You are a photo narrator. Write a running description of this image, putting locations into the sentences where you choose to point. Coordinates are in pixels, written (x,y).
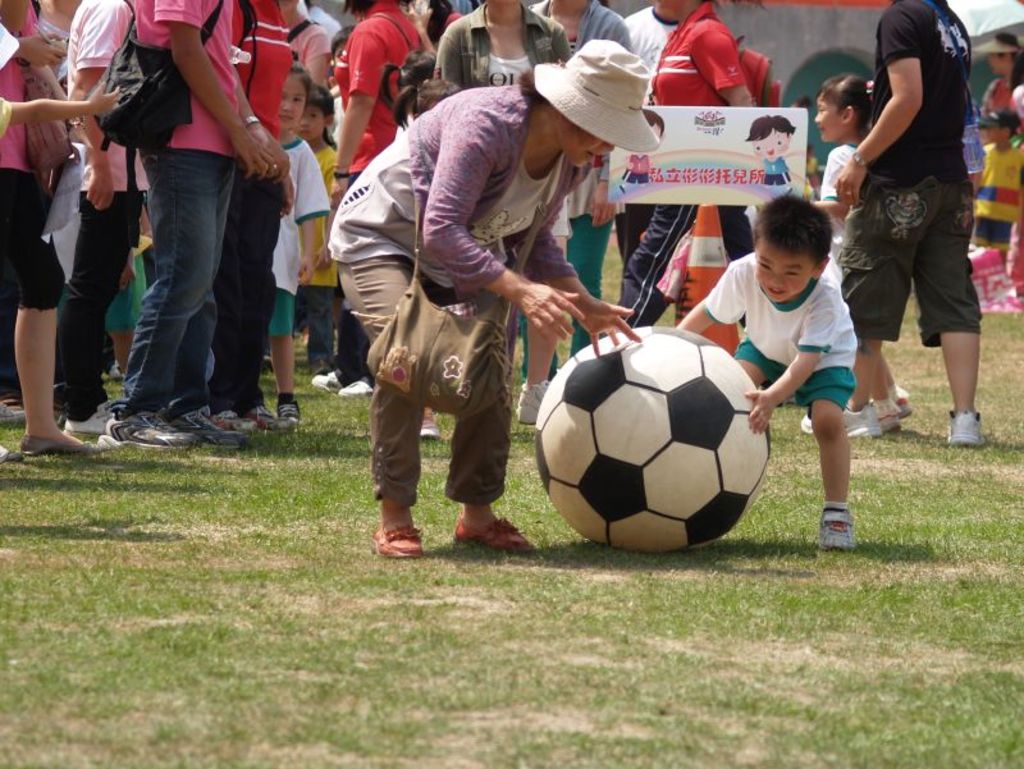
This picture is clicked on the ground (760,619) where the group of persons (449,97) are standing and walking. In the center (437,273) the women (464,228) is standing and playing with the boy (780,326) who is holding a ball (655,394). In the background (711,97) the persons (348,65) are standing. There is a board (707,151) with two cartoons (764,159) printed on it.
